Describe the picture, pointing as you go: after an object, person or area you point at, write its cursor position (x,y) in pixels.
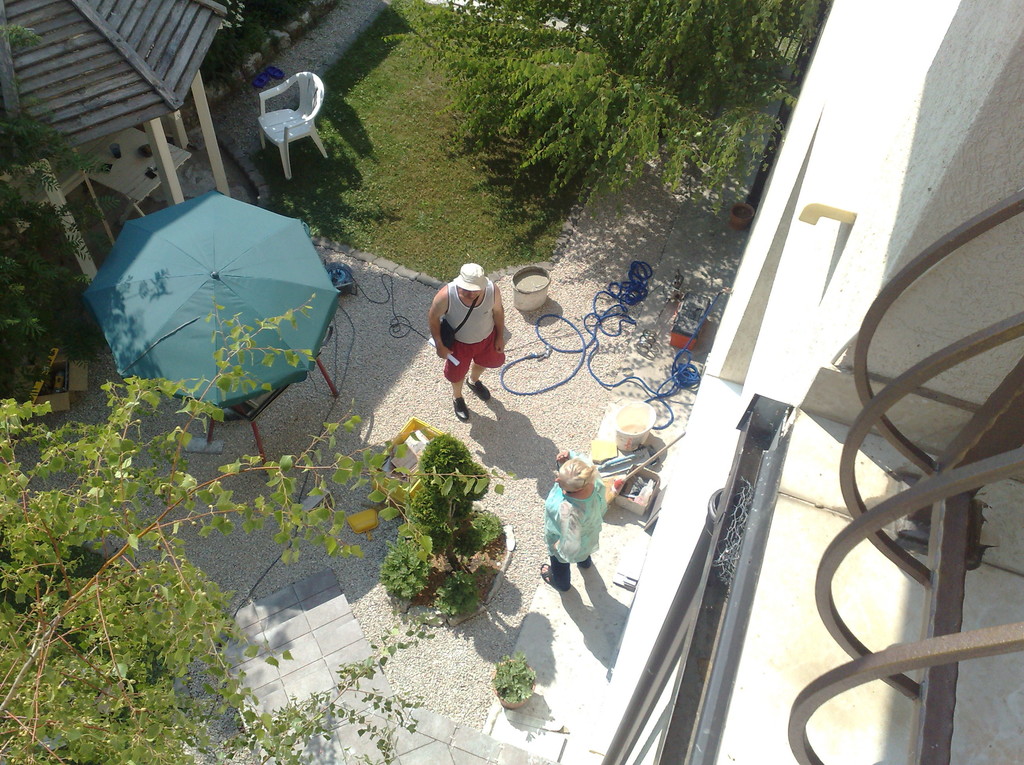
As we can see in the image there are trees (575,46), chair (279,135), umbrella (225,248), building (1012,169). bucket (530,291) and two people (450,298) standing.
